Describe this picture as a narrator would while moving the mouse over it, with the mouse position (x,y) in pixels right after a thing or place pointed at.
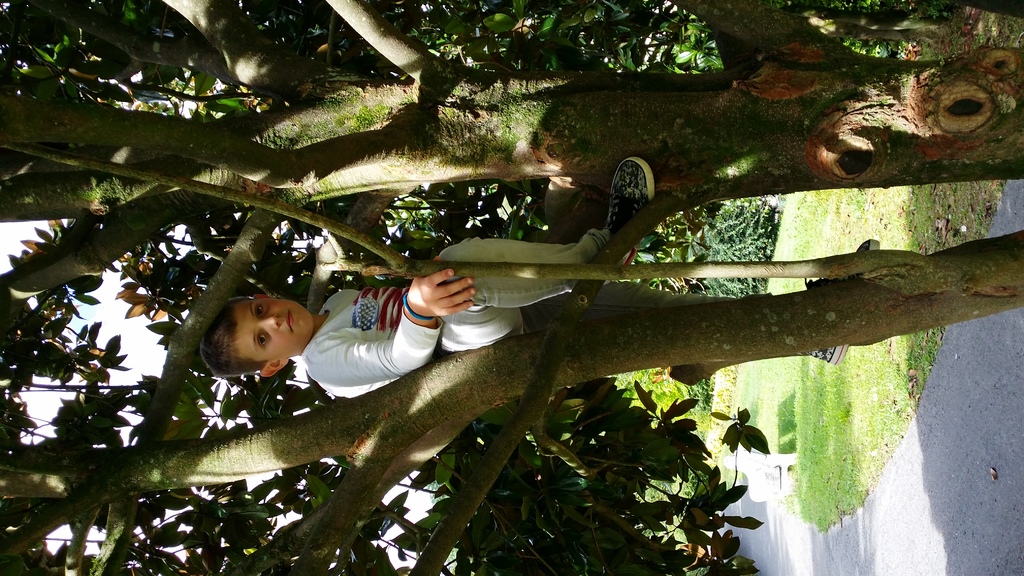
In the center of the image (391,310) we can see a boy (333,327) sitting on the tree (553,359). At the bottom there is grass (820,474) and we can see a walkway (816,536).
